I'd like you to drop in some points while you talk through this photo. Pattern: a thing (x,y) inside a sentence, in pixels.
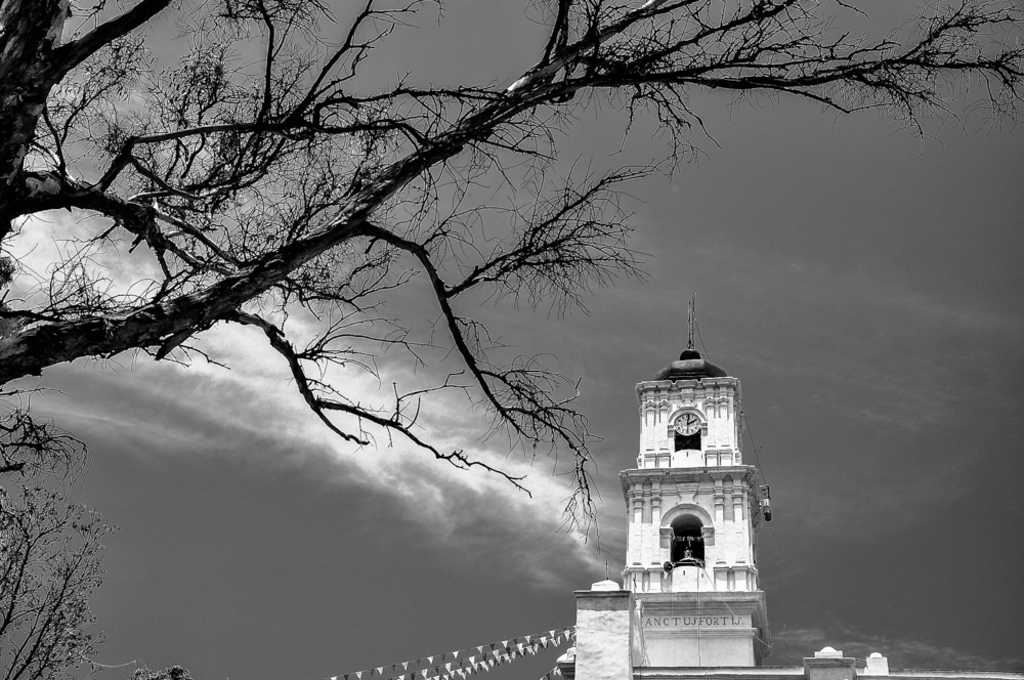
In the picture we can see a historical clock tower construction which is white in color with a clock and near to it, we can see some trees (15,342) and in the background (435,547) we can see a sky (464,480) with clouds (569,482).
